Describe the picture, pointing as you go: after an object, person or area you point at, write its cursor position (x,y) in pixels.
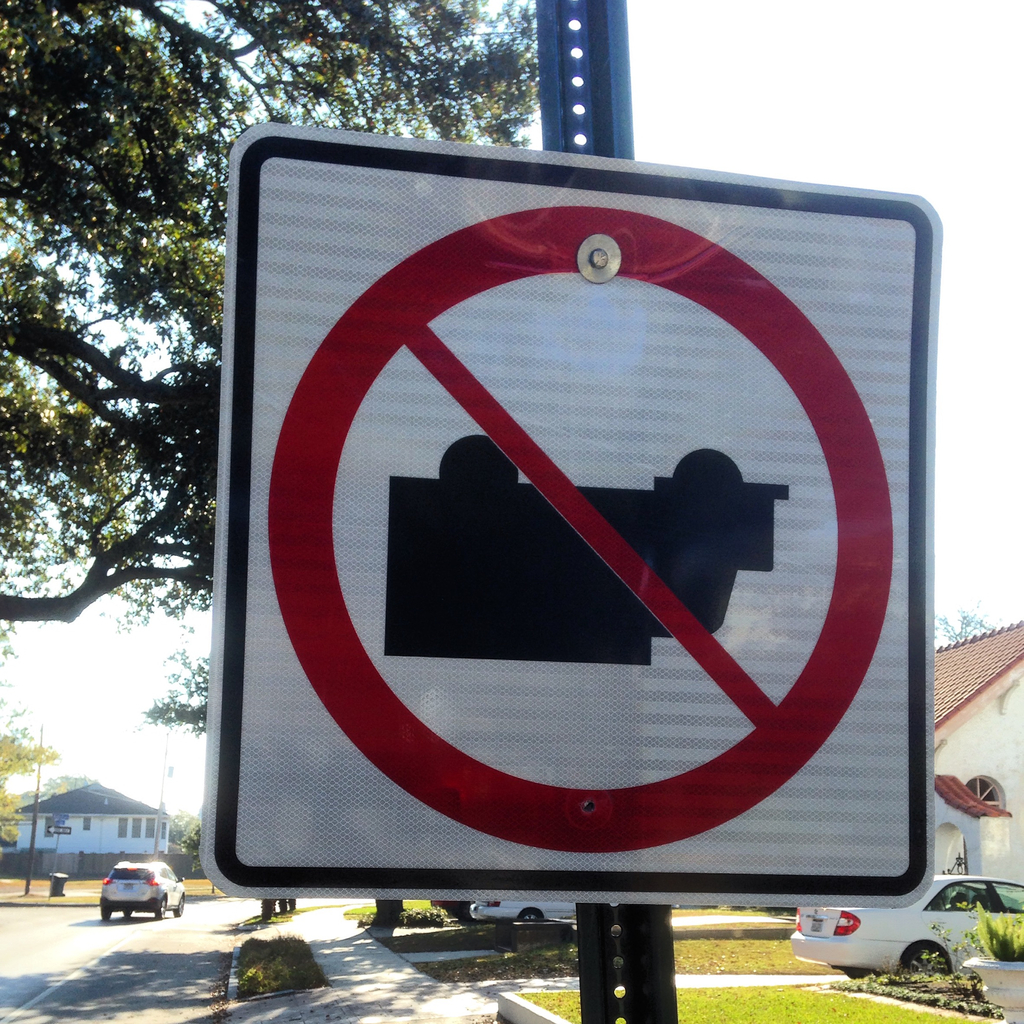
In this image in the foreground (599,566) there is a sign board (554,679). In the background (143,889) a car (127,906) is moving on the road (126,945). There are buildings (137,850), trees (93,459), poles (622,940), few other cars (518,917) in the background (495,907). The sky (780,65) is clear.
